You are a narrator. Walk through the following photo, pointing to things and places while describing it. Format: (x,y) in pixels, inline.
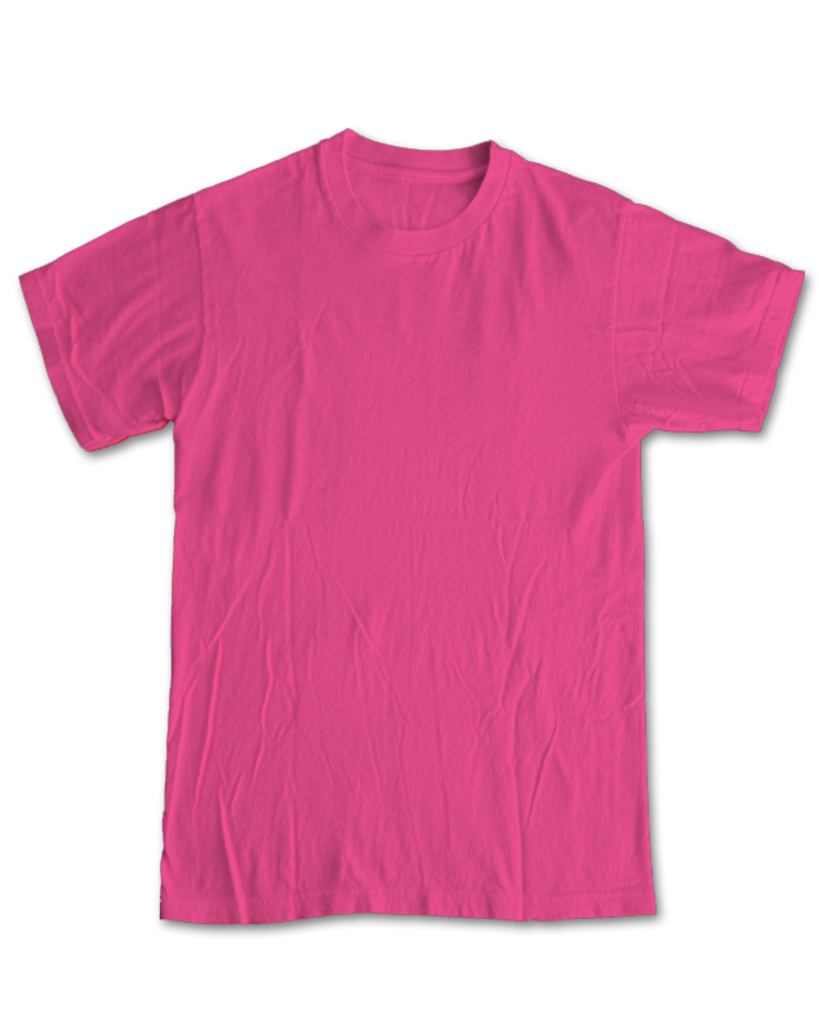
This image consists of a T-shirt (463,687) in pink color. The background (51,1007) is white in color.
